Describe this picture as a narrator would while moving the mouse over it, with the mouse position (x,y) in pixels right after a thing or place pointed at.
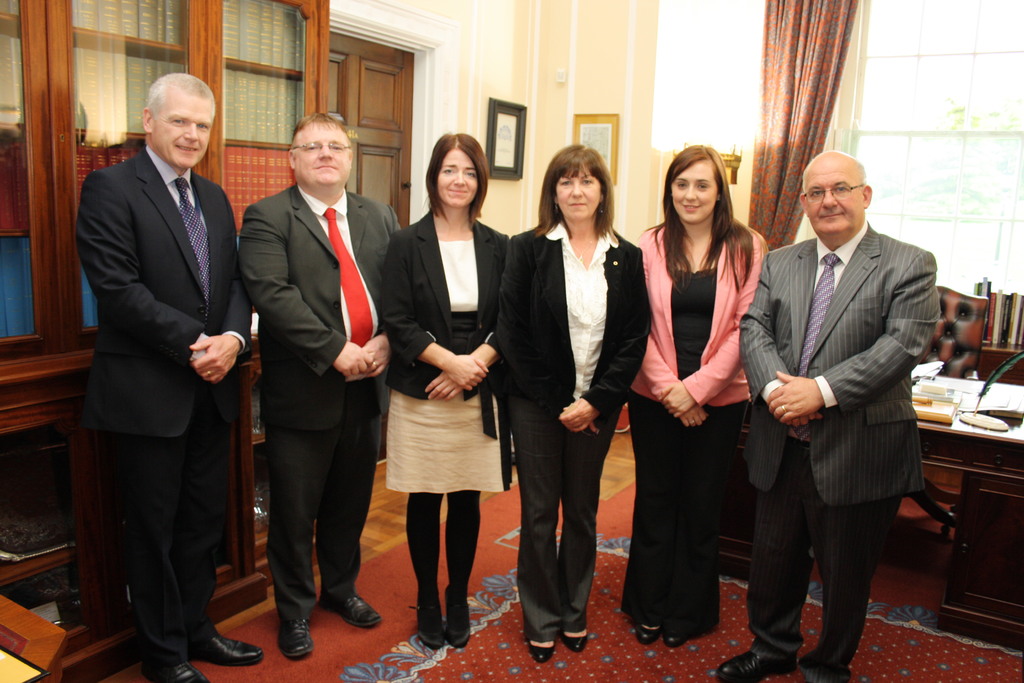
In the background (605,148) we can see the frames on the wall (477,117), a window (907,111), curtain (815,83), door (400,94). In this picture we can see people (793,280) standing on the floor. They all are smiling. Behind to them we can see a cupboard (231,74), a chair (976,334) and a table (998,438). On the platform (1001,350) we can see books (1010,331). On the table (944,449) we can see papers (994,391) and other objects (1000,423). On the floor (472,651) we can see floor carpets (520,650). In the bottom left corner (23,626) we can see an object (44,646).
